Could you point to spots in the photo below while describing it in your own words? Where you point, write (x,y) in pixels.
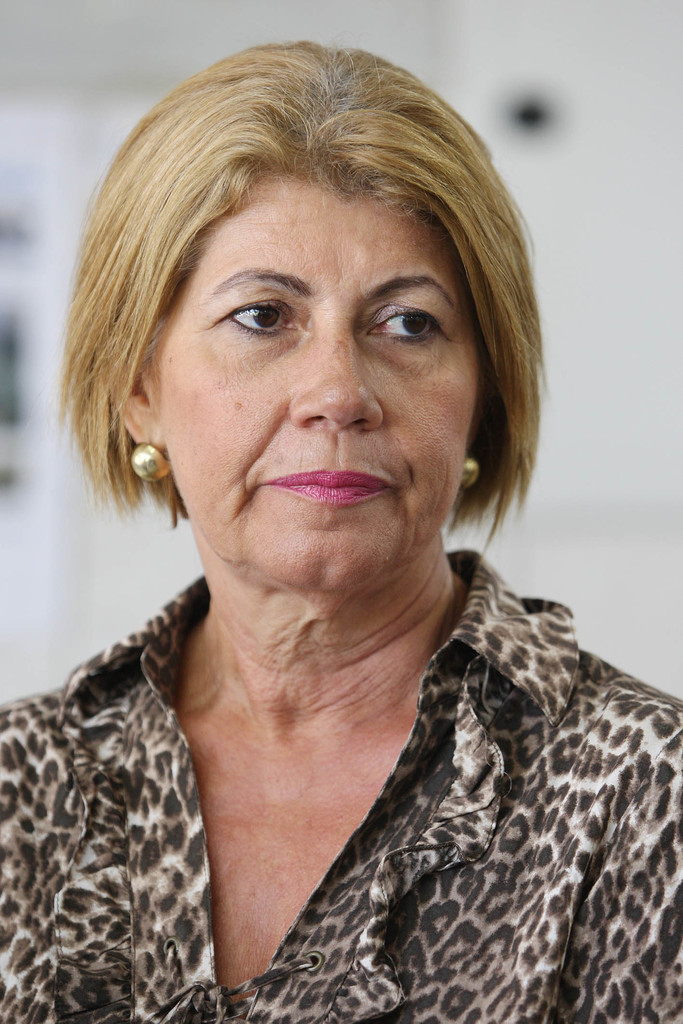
In this picture we can observe a woman (350,722). We can observe yellow color hair (149,237) and a white and brown color dress (108,784). The background (598,294) is completely blurred. We can observe a wall (616,422).
